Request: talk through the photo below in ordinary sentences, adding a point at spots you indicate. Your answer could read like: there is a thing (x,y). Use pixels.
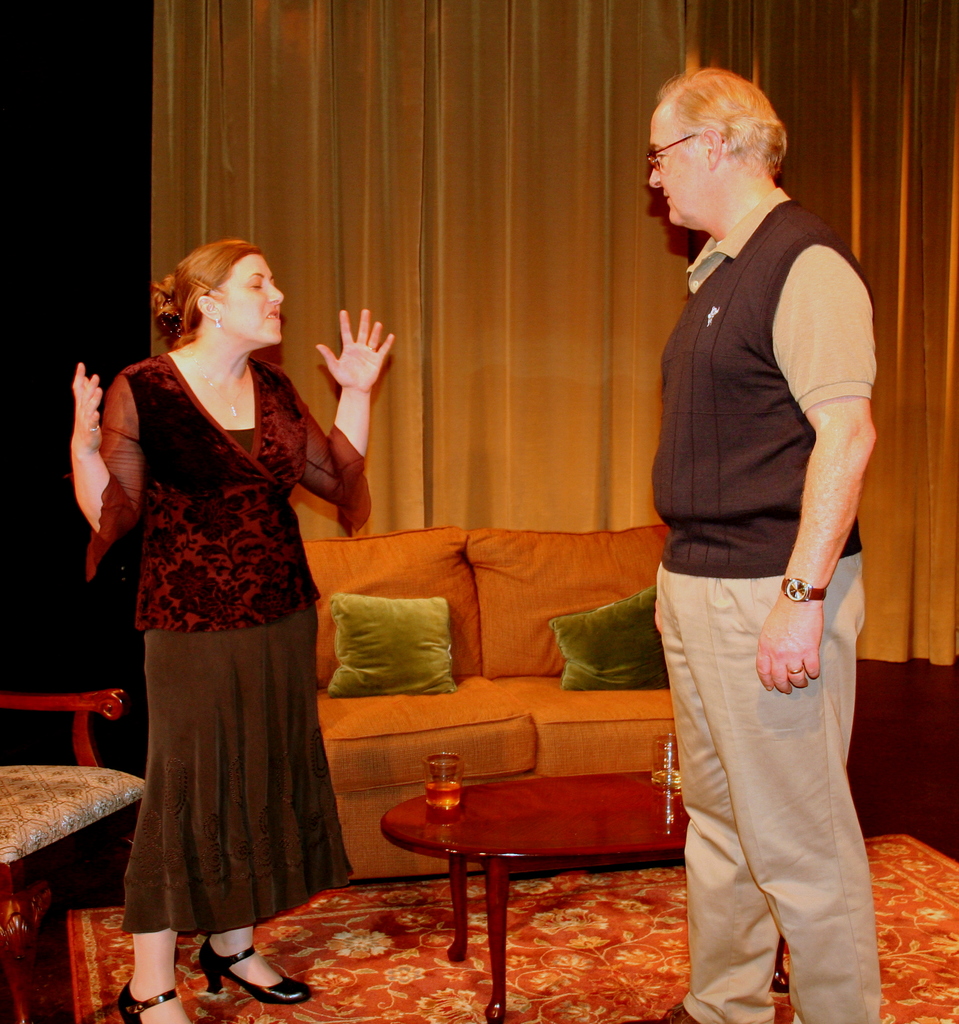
In this image in the front (316,593) there are persons (292,600) standing. In the center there is a table (564,827) and on the table (552,826) there are glasses (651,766). In the background (470,753) there is a sofa (511,687) and on the sofa (489,668) there are cushions (573,642). On the left side (49,812) there is an empty chair (85,694) and in the background (386,102) there is a curtain (515,136) which is behind the sofa (513,589). On the floor (488,930) there is mat (569,981).
